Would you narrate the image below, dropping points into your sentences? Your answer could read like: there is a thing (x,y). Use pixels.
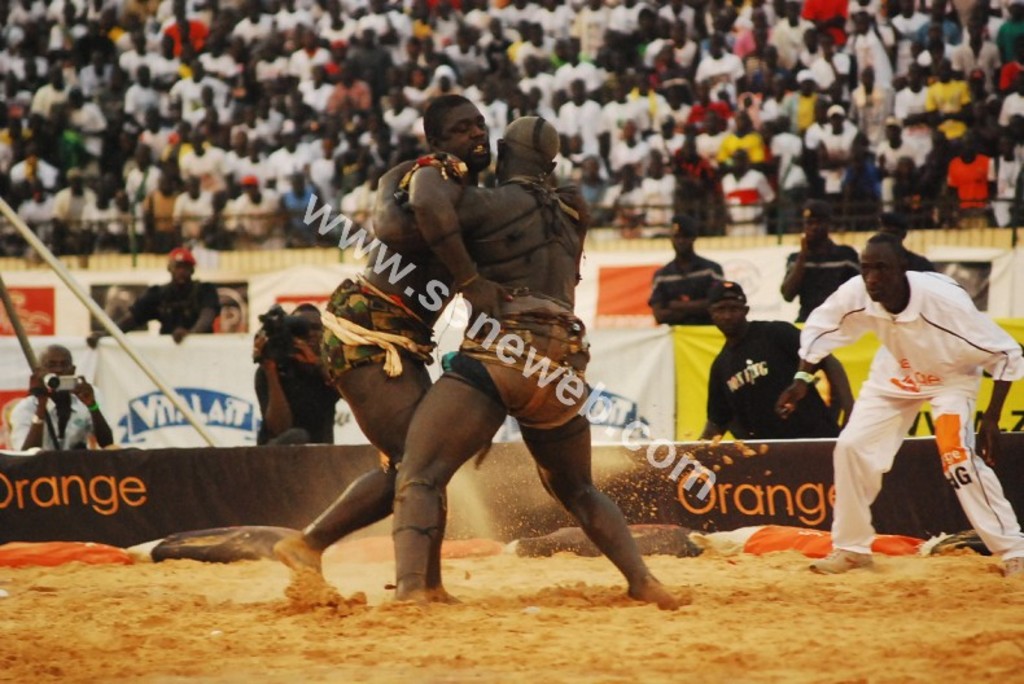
Here I can see two persons (381,385) are fighting in the ground (389,614). On the right side (940,379) there is a man (954,423) standing and looking at these persons (483,321). In the background (80,402) few people (60,371) are holding cameras (58,377) and standing and there are few banners (215,388). At the top of the image (249,94) I can see a crowd of people (586,97) standing.
